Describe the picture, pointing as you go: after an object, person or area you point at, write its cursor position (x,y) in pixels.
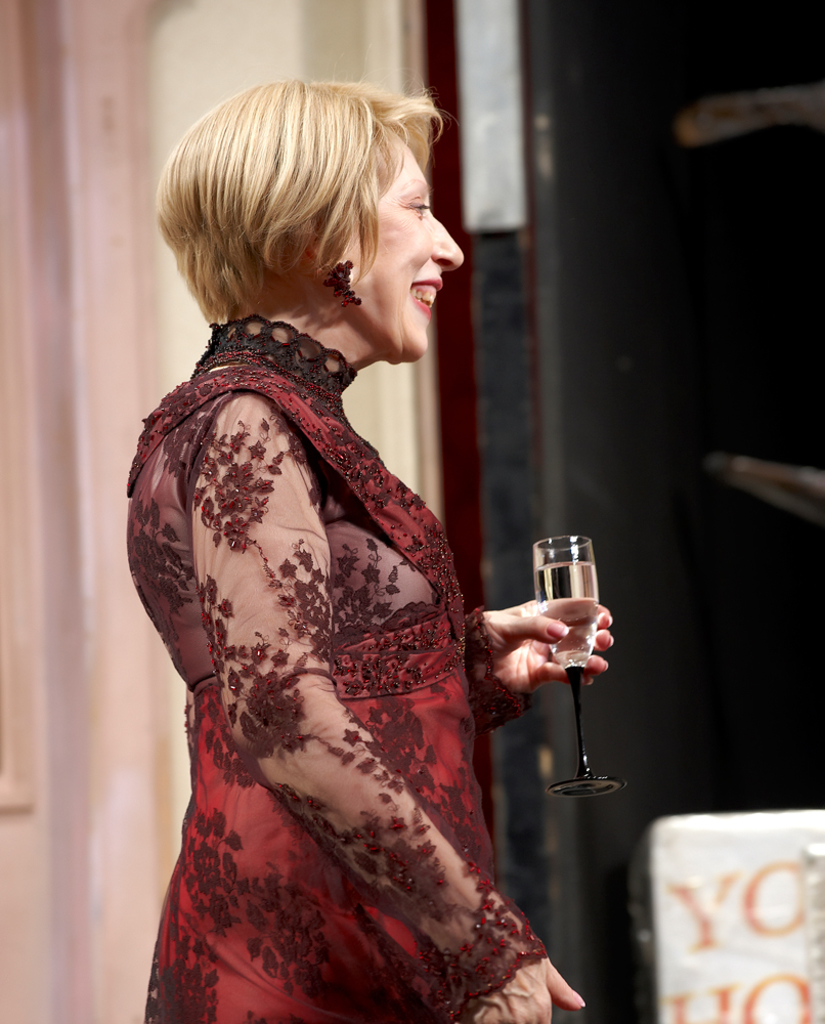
There is a woman (468,869) wearing red color costume (473,858) holding wine glass (548,547) with wine (548,576).
